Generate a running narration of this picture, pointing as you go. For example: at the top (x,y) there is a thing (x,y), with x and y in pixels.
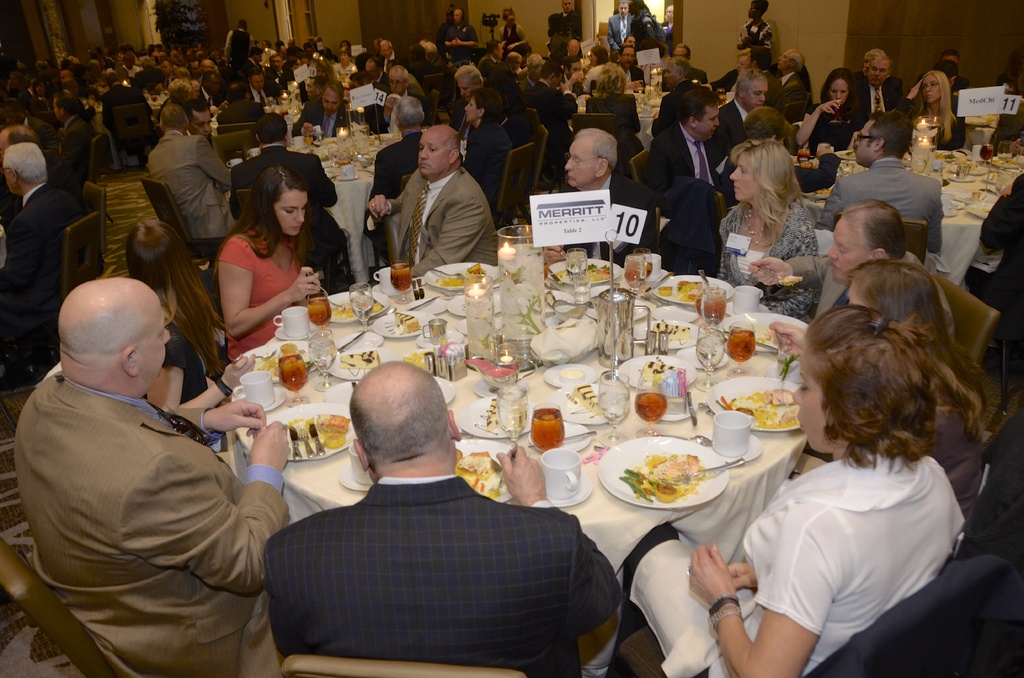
In this image there are group of people (618,104) sitting in chair (458,676), and in table (704,528) there are plate (708,454), food (663,472), spoon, cup (559,468), saucer (727,456), jug (600,348), glass (613,377), name paper (567,240) and number board (621,236).
